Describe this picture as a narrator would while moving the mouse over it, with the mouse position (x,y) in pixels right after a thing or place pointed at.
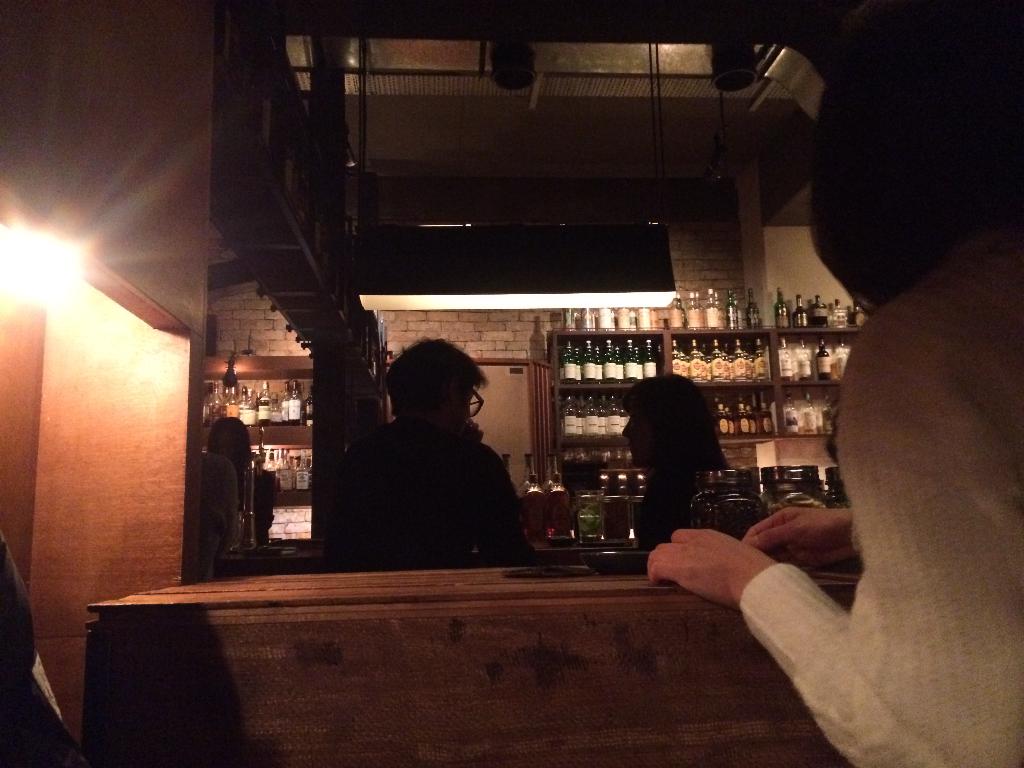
In this picture I can see few persons (486,481), in the background (817,366) there are bottles (653,375) on the shelves (626,390), on the left side (30,262) I can see a light (30,262).
